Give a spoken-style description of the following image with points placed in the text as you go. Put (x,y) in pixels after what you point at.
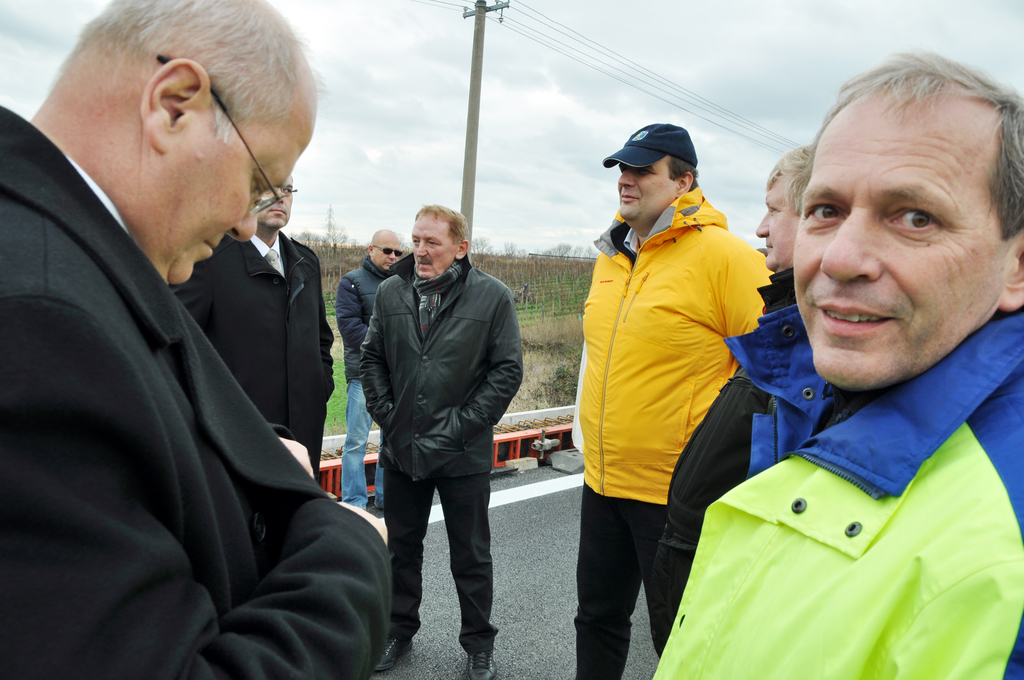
Here we can see few men (263,400) standing on the road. In the background (358,239) there are trees (490,266), electric poles (477,8), wires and clouds (513,117) in the sky (369,129).
